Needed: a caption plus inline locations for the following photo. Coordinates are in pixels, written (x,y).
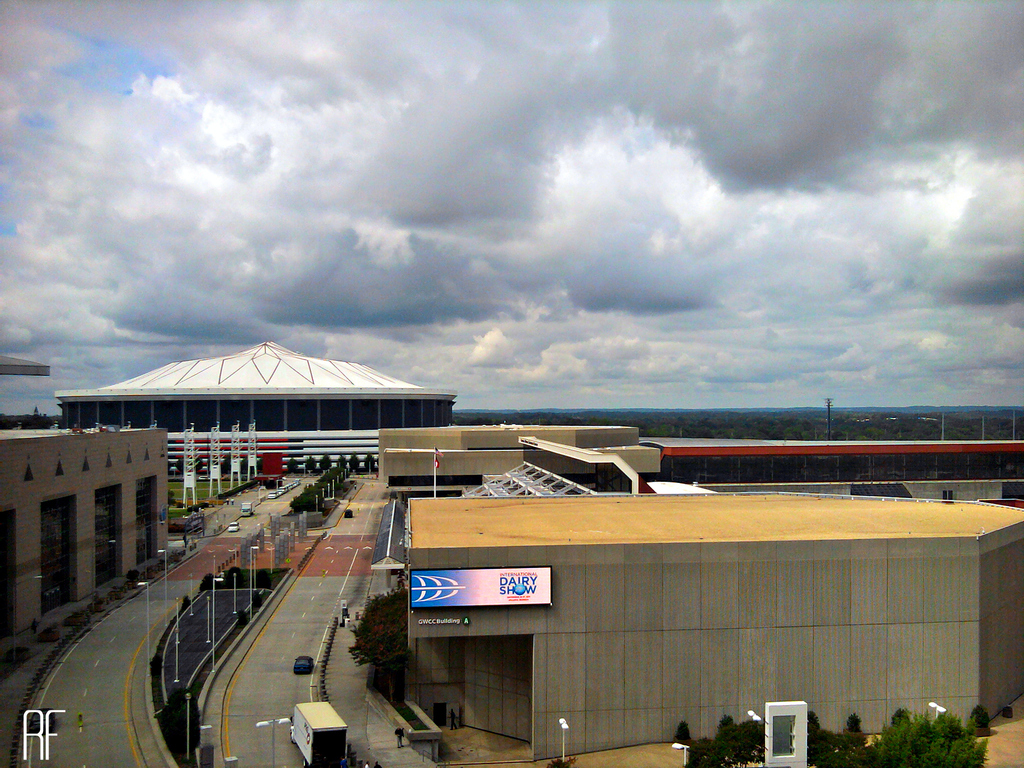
In this image we can see sky (555,289) with clouds (506,276), trees (834,430), towers (185,445), poles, buildings (241,367), iron grills (115,556), street lights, street poles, shrubs (986,710), bushes (216,577), motor vehicles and information boards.
